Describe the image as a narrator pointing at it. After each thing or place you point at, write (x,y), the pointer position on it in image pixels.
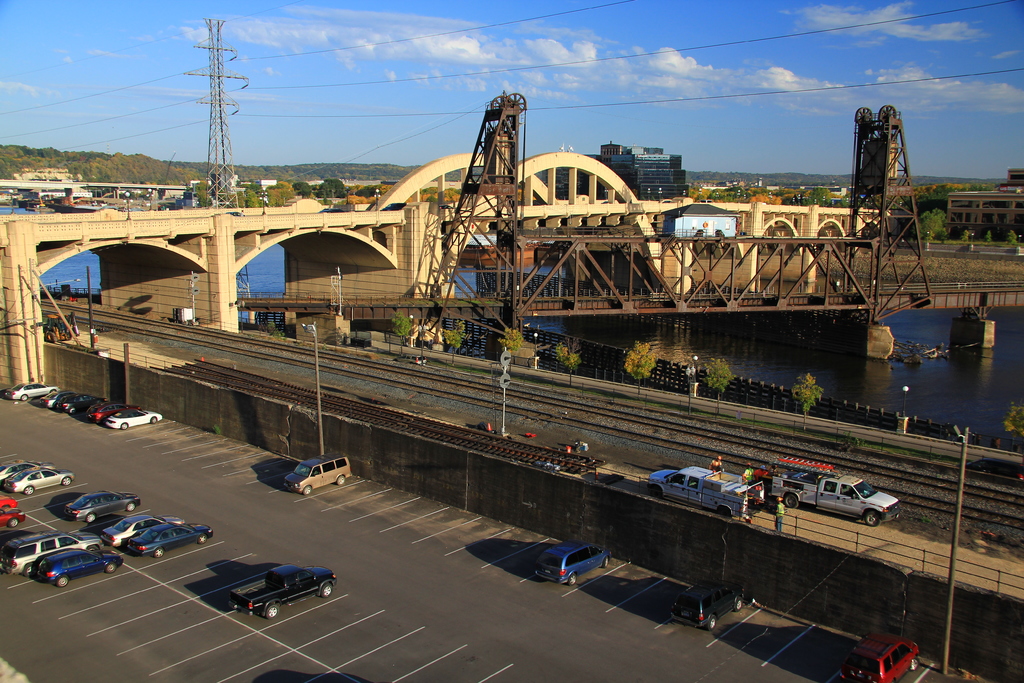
In the center of the image (492,301) there is a bridge (560,233). On the left side of the image (119,170) we can see the tower (210,133), wires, trees (105,170), hills (172,174), cars (127,409), road (140,585), railway track (362,369), poles (316,334) are present. On the right side of the image (1008,218) buildings (986,222) are there. At the top of the image (814,65) clouds (804,84) are present in the sky (660,122). At the bottom of the image (660,637) road (660,629) is there. In the middle of the image (662,353) water (888,373) is present.
